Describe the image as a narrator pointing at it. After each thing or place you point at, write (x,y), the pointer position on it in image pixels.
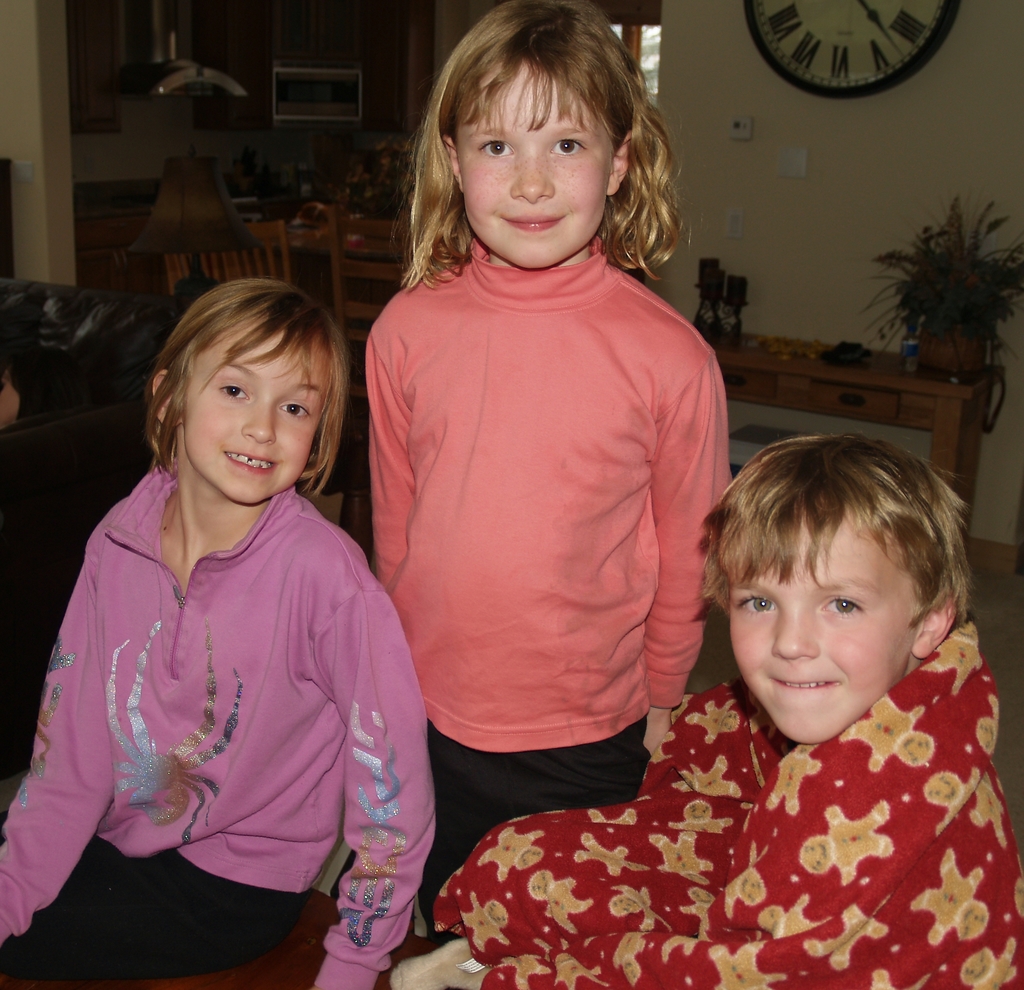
In this image, there are a few people (655,502). We can see the wall (849,263) with some objects (835,40). We can also see some tables (966,410) with objects (956,289). There are a few chairs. We can also see a watch (853,34) and a pot (949,331). We can see some objects (45,513) on the left (141,323). We can also see the chimney (232,87) and a lamp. We can also see some cupboards (401,39).
